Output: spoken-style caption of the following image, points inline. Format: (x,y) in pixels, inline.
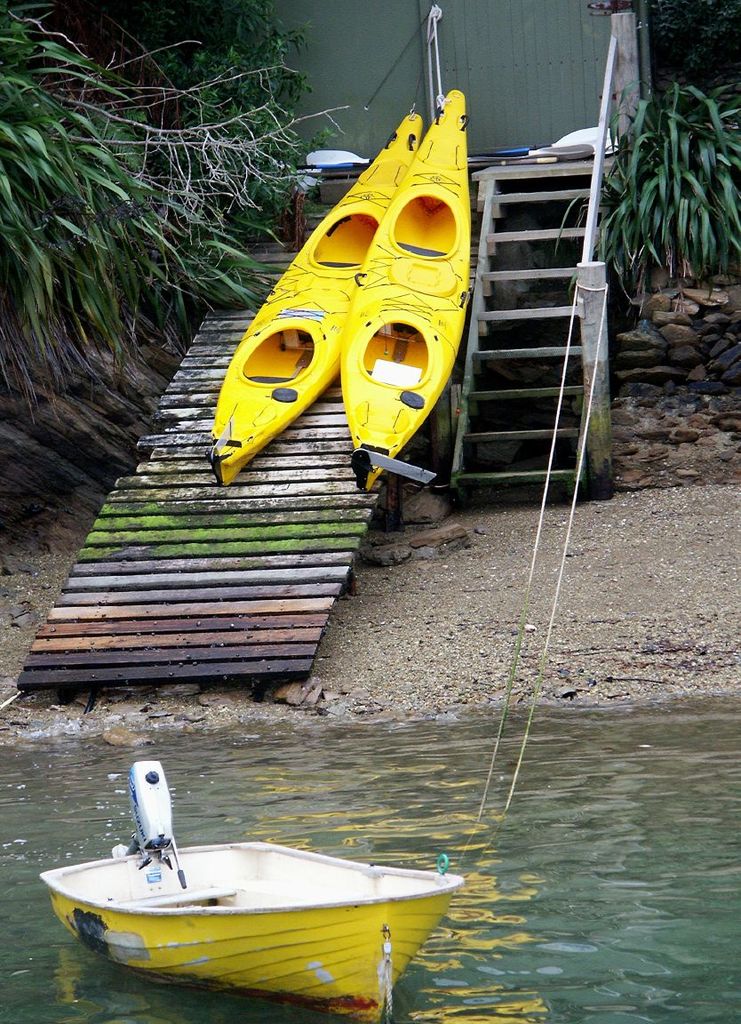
In front of the image there is a boat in the water (88,1001). There are two boats (343,333) on the pavement (275,488). There are stairs (535,339), plants (40,178), rocks (687,353). There are some objects (330,166) on the table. In the background of the image (312,88) there is a wall (367,49).
